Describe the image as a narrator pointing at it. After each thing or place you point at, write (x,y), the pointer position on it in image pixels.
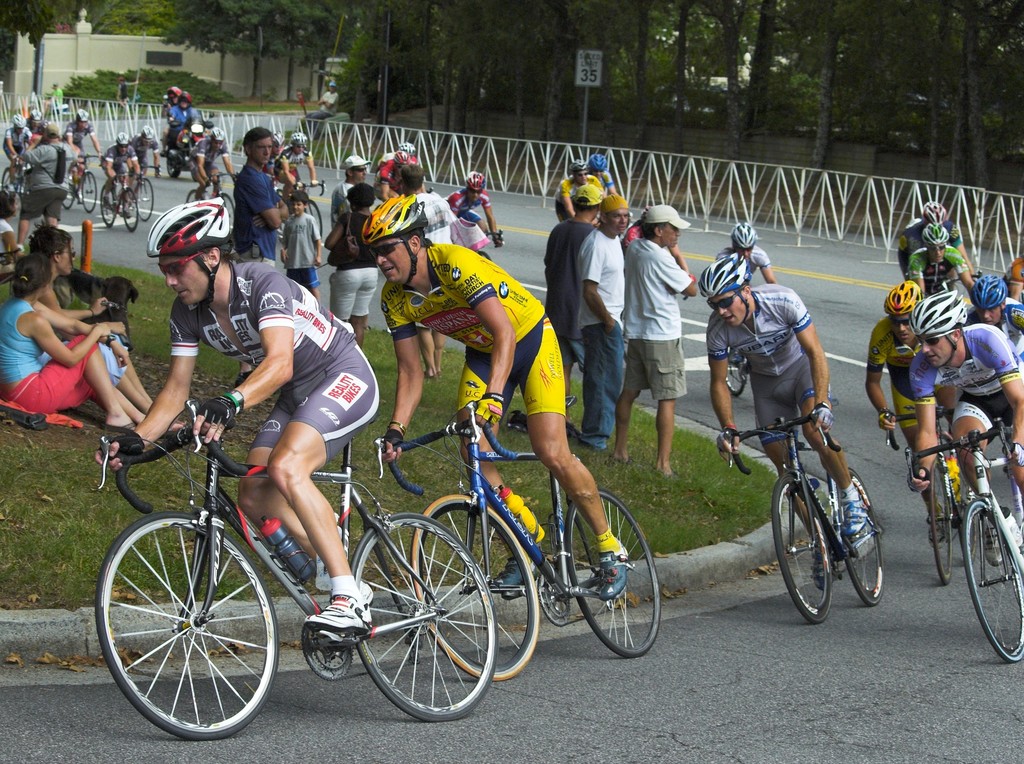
Here we can see a group of people (76,153) who are riding a bicycle (296,184) on a road (789,741). Here we can see a few people (409,175) standing and sitting and watching these people (722,422).
